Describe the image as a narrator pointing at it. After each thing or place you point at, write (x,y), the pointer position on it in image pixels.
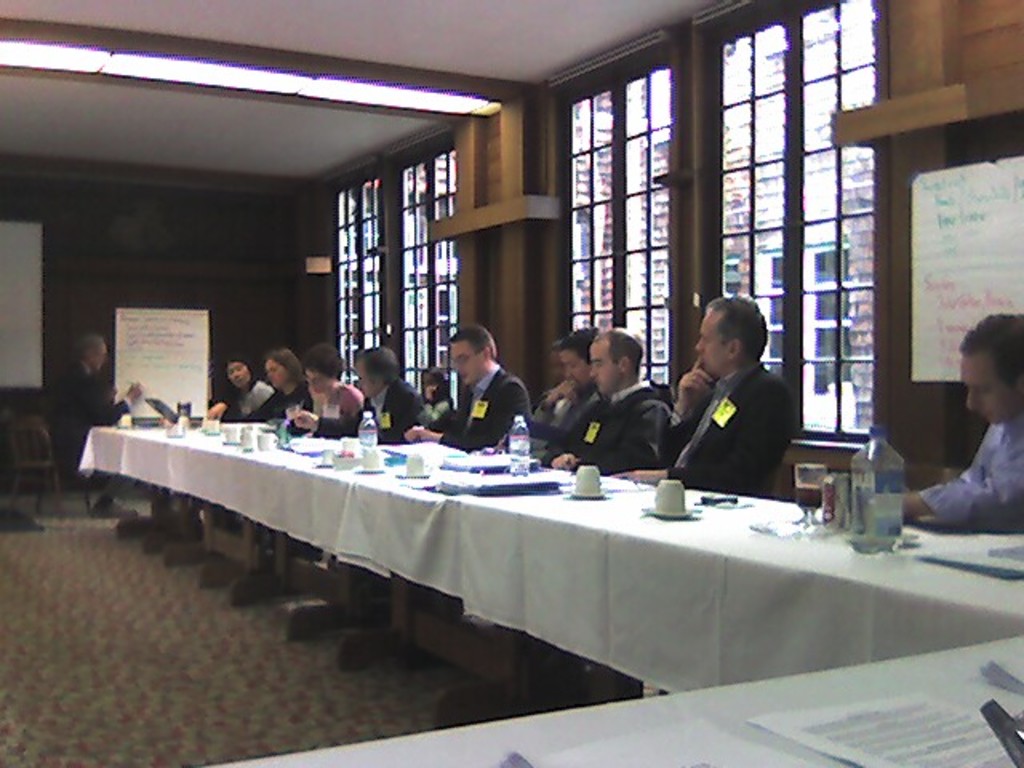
In this image I can see few persons (267,367) sitting on the chairs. I can see few cups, bottles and glasses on the table (804,544). I can see two notice boards (198,374). In the background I can see windows (589,296). At the top (407,97) I can see lights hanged to the ceiling (491,54).
